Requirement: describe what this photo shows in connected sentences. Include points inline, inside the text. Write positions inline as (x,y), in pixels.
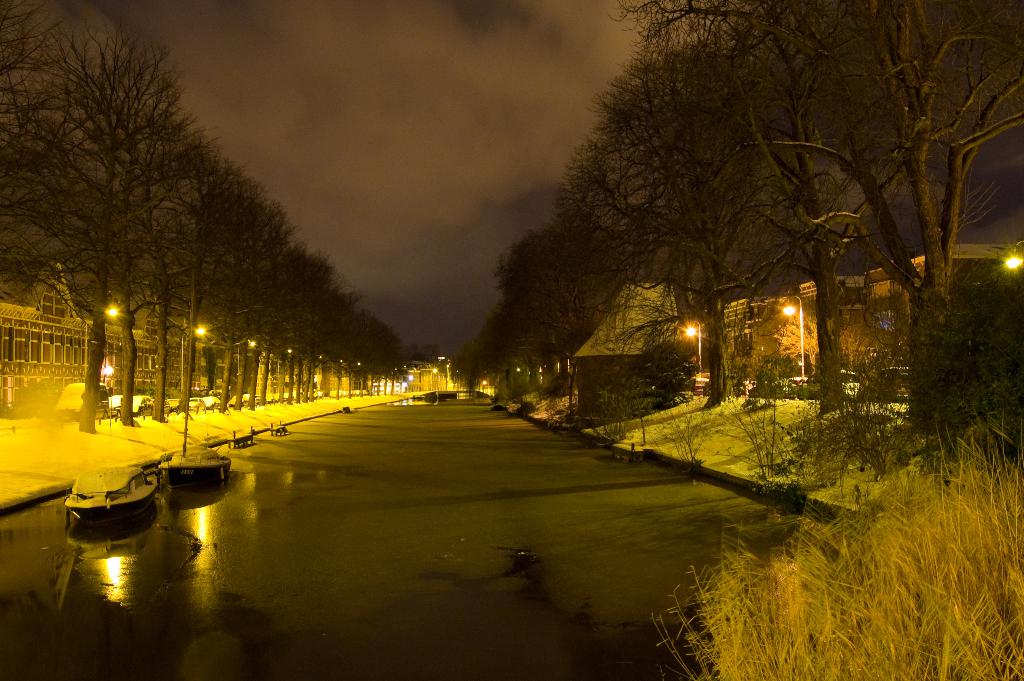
In this picture we can see boats (123,472) on water (398,432), trees (69,252), lights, buildings (62,320) and in the background (420,302) we can see the sky (404,113) with clouds (440,206).
